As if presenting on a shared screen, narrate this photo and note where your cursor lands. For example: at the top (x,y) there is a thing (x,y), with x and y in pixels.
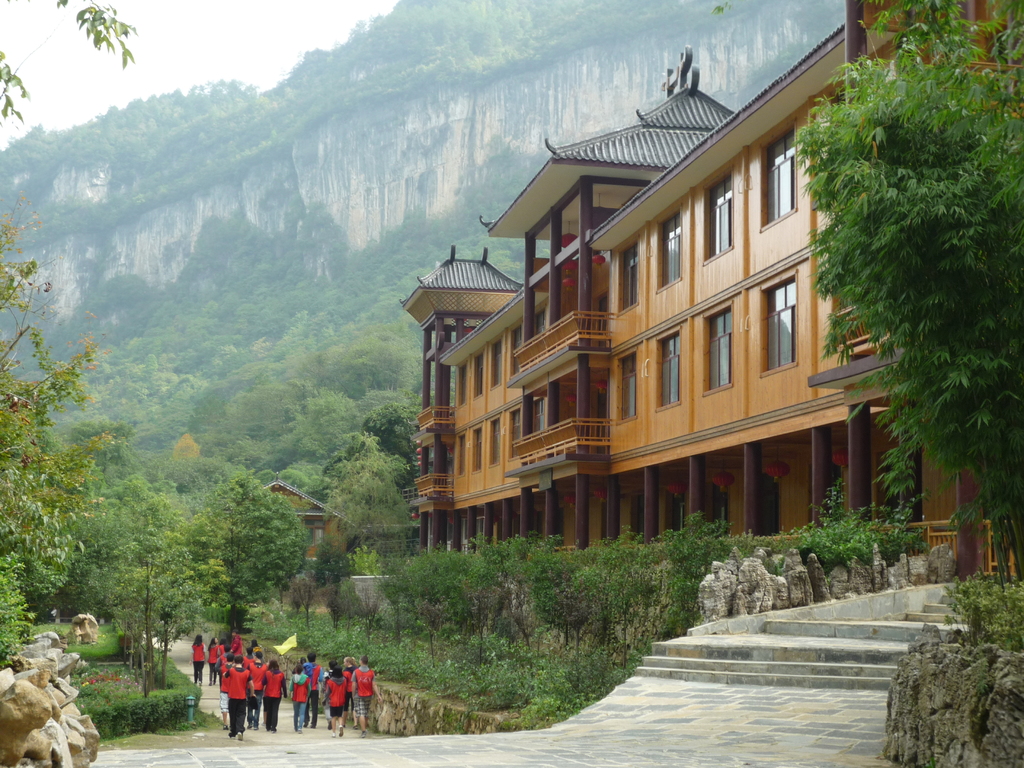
On the left side (36,334), there is a tree (33,445) and plants (15,578) near stones (48,762). On the right side (1001,437), there is a tree (974,338) and plants (980,618) near stone wall (919,663). In the background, there are persons (355,696) walking on the road (342,754), there are trees (383,555) and plants (590,650), there is a building (474,345) which is having glass windows (478,359), there are trees (349,336) on the mountain (232,199) and there is sky (104,58).
